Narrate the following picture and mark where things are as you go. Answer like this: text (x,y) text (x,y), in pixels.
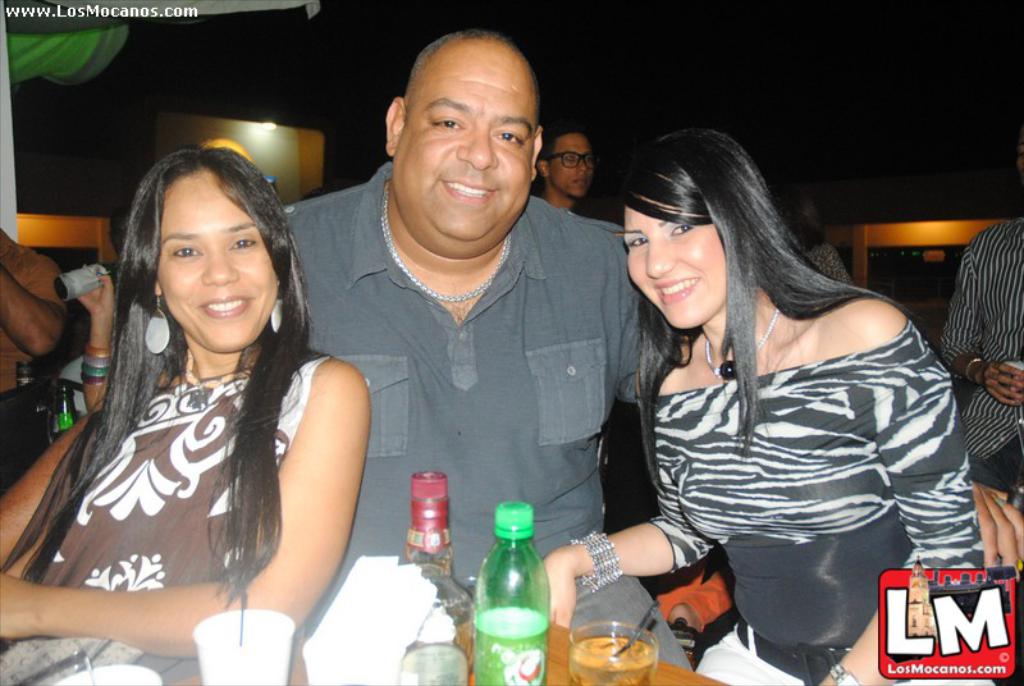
Background (816,157) is very dark. We can see few persons (569,143). Here we can see three persons (623,370) sitting on chairs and smiling. Here on the table (566,645) we can see bottles (509,607), drinking glasses (592,645), tissue papers (330,639).
